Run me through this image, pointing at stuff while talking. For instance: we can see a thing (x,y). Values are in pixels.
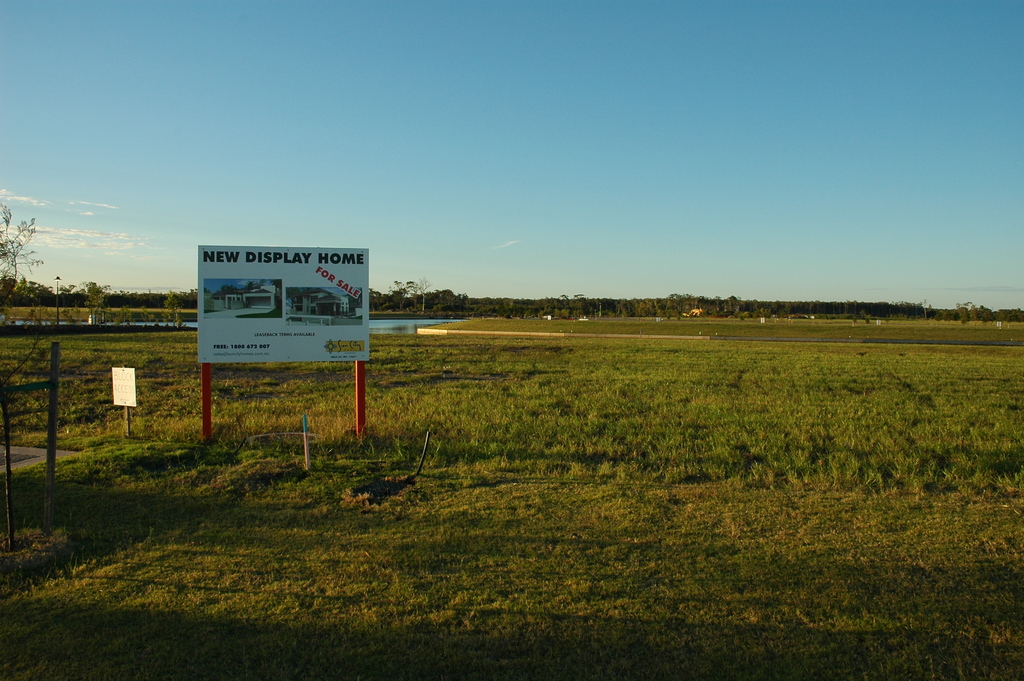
Here on the ground (371,600) we can see grass (180,364), poles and a board (209,334). In the background (102,255) there are trees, water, poles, houses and clouds (134,238) in the sky (643,217).
